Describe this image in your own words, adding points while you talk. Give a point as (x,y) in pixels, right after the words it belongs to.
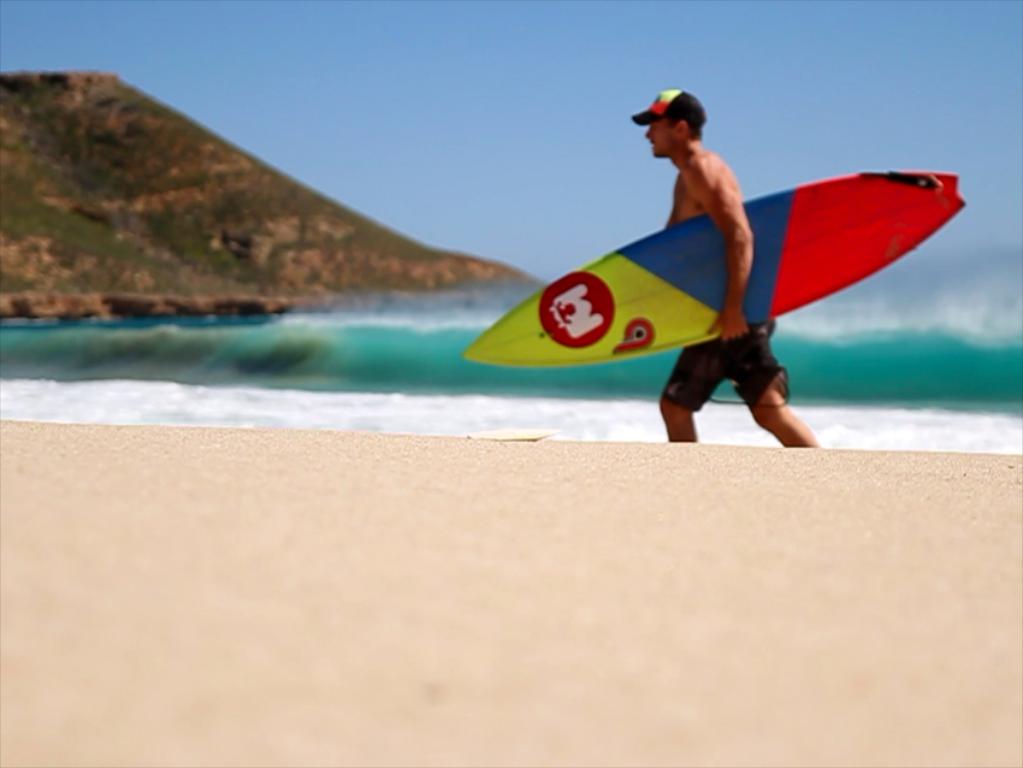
In this image we can see a man (725,332) holding a surfboard (619,250) in his hands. In the background (470,343) we can see water (369,373) and hills (252,237).
